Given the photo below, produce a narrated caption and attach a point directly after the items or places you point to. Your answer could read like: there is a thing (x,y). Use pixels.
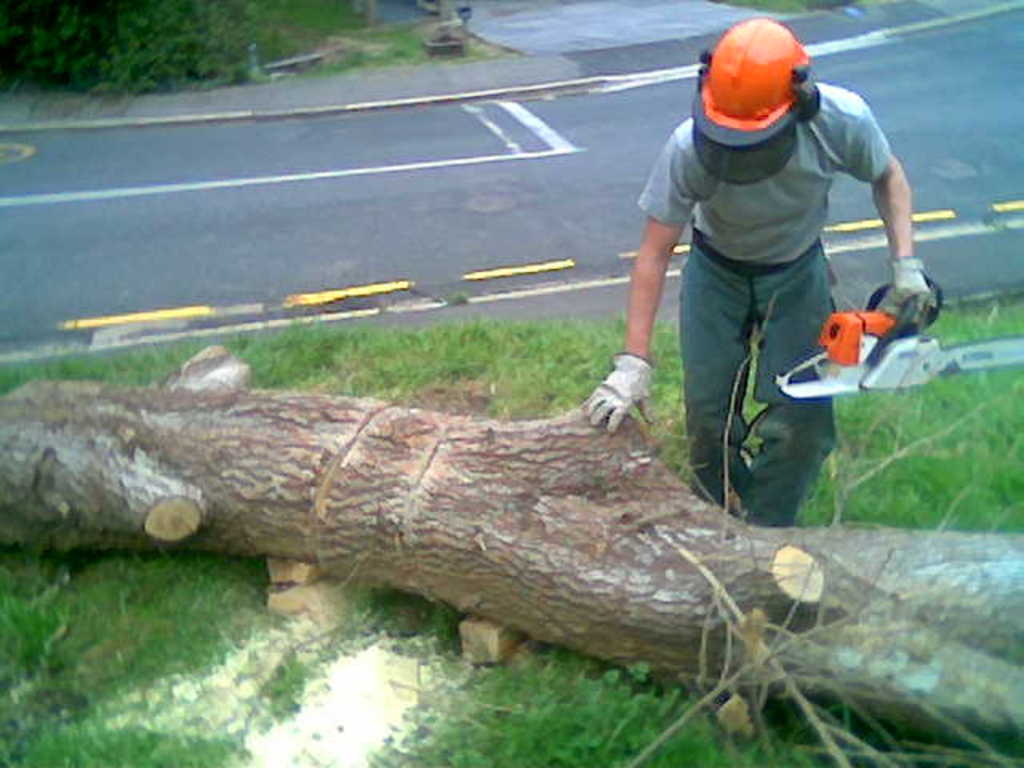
There is a trunk (331,435) of a tree (340,463) on the ground (382,657). Also there's grass (478,692) on the ground (606,718). And a person (748,485) is standing near to that. He is wearing gloves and helmet (736,100). He is holding a wood cutting machine (842,368). In the background (293,196) there is a road (324,168). Also there are plants (251,38).
